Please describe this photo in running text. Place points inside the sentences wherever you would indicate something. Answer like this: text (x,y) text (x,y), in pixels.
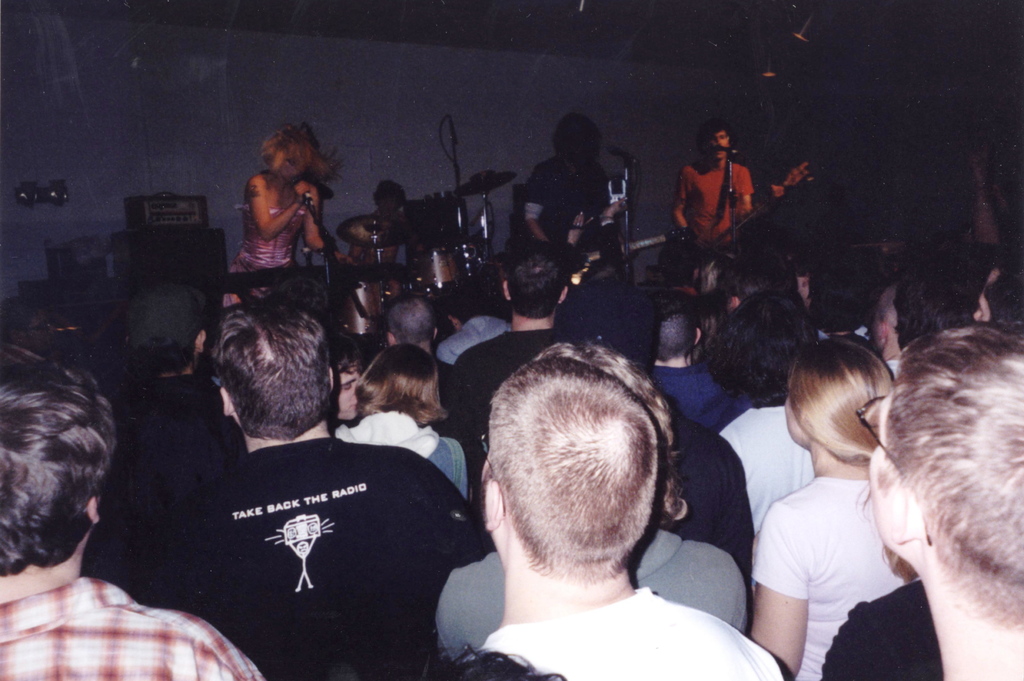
In this image we can see many people (515,370). Some are wearing specs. In the back (306,178) there are mics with mic stand (731,229). Also there are few people (390,182) playing musical instruments (347,238). In the background (497,98) there is a wall (671,98).
